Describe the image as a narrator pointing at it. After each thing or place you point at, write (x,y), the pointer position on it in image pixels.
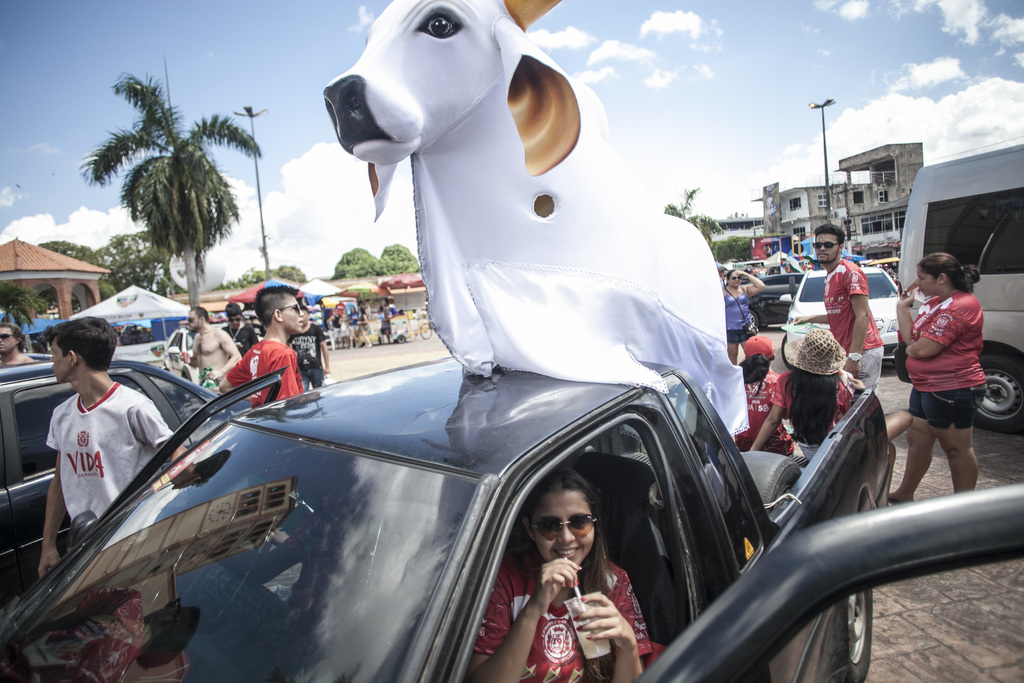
This image is clicked on the road (968,620). There are many vehicles (398,479) on the road (969,593). There are people (236,334) walking on the road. In the foreground (366,491) there is a car (418,564). There is a girl (533,632) sitting in the car (520,639) and holding a glass (571,611) in her hand (591,628). On the roof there is a model (571,249) of a cow (614,254). In the background (816,211) there are buildings (811,202), trees (162,219), street light poles (253,113), table umbrellas (321,280) and chairs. At the top (656,30) there is the sky (812,70). There are clouds (963,121) in the sky (40,221).
